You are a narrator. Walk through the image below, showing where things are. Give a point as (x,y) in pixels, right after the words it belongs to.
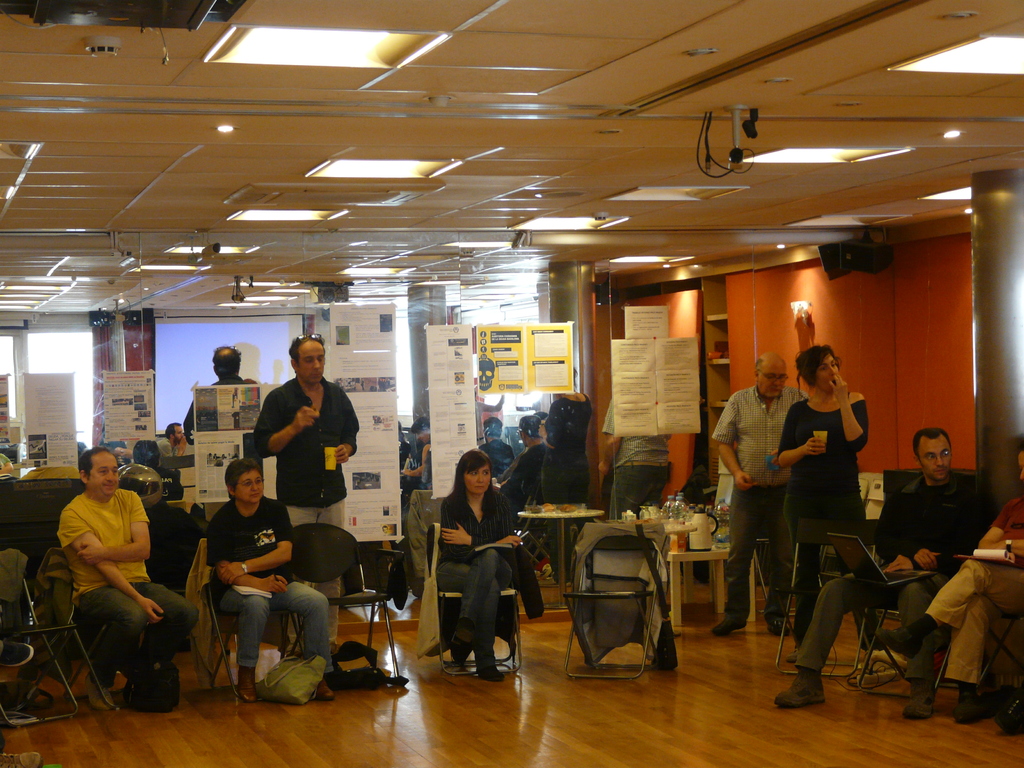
In the image we can see there are people (110,532) who are sitting on chair (609,608) and other people (835,427) are standing.
